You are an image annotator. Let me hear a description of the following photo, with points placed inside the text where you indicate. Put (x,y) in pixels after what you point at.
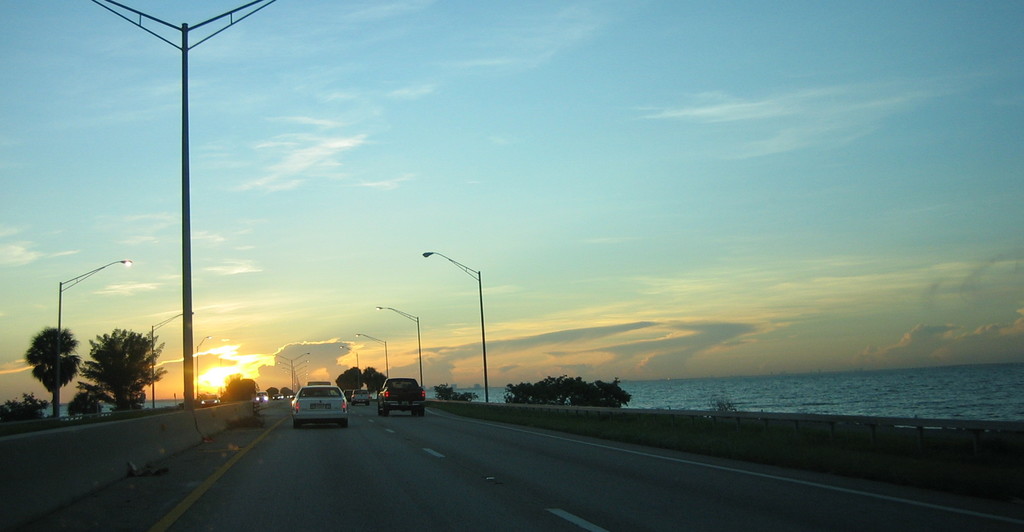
In this image we can see vehicles (322,409) on the road (334,433), trees (126,370) to either side of the road (334,433) and street lights (183,398). In the background (223,370) we can see water (902,409) and clouds (293,355) in the sky (65,235).
